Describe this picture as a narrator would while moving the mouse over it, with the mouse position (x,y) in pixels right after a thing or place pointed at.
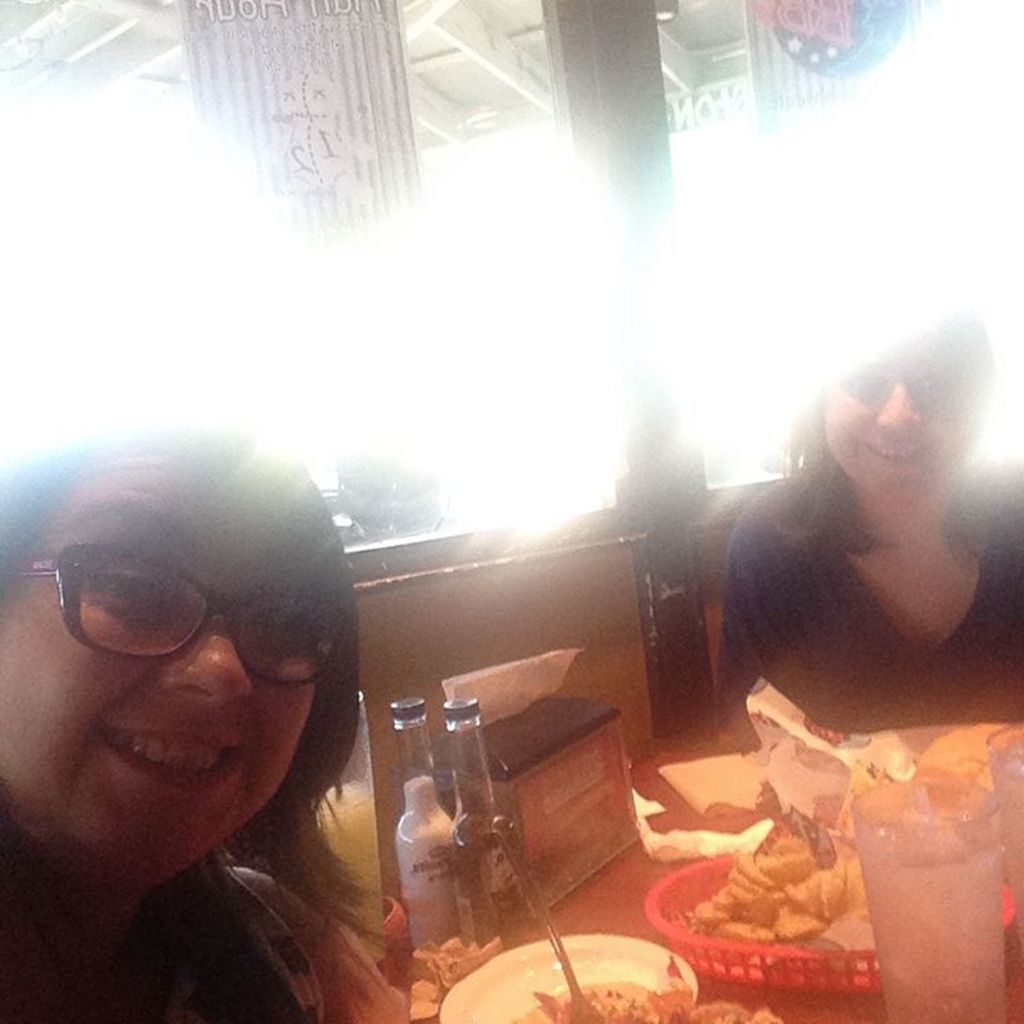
In this image there are two women (265,551) smiling and are sitting in front of the dining table (662,863) and on the table (612,877) there are two glass bottles (461,839), a bowl (603,952) of food (620,990) with a spoon (575,997), tissue papers (808,747), a basket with food (762,899), two glasses (936,855) and a tissue box (567,756). In the background (602,111) there is a pillar (620,74), and also hoarding (339,118) hanged from ceiling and the image is full of lightening (591,284).
